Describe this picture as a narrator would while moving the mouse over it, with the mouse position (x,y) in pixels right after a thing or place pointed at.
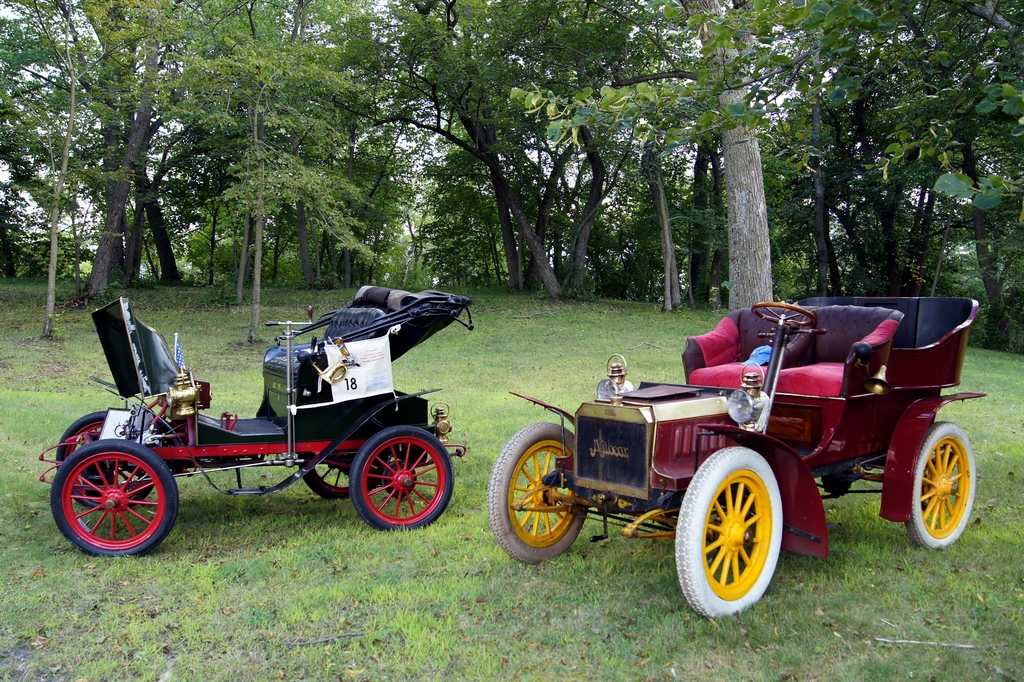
In this picture I can observe two vehicles (641,419) on the ground (307,499). I can observe some grass (361,555) on the ground (503,386). In the background (528,123) there are trees (401,107).
